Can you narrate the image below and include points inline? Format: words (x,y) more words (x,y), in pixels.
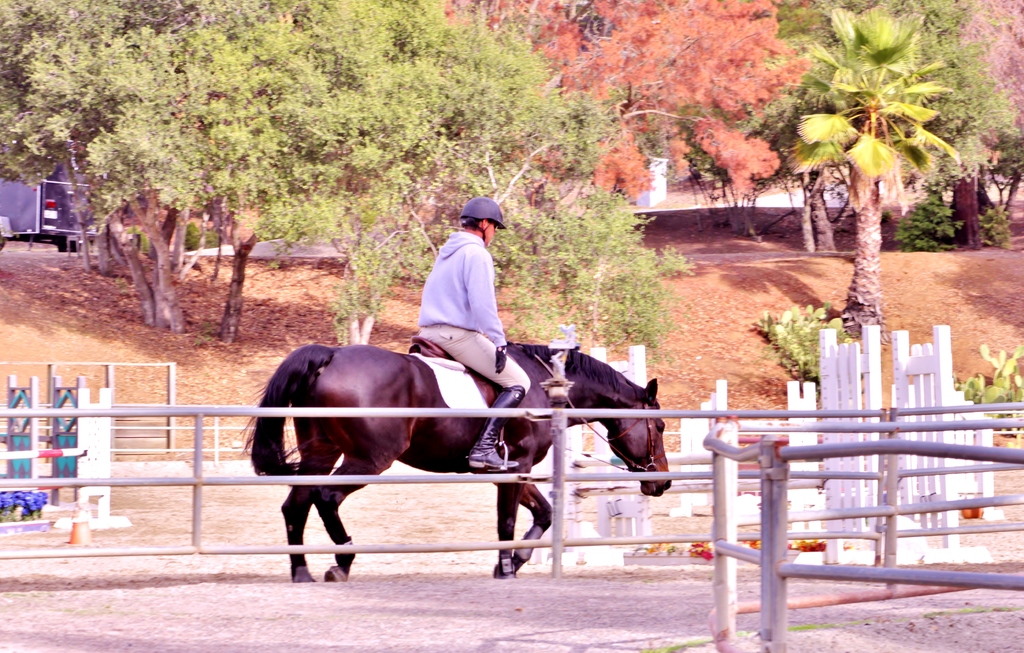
In this picture we can see a person (469,331) is sitting on a horse (425,380) and in front of the horse (455,436) there is iron fence (415,412) and behind the horse (416,394) there is a vehicle (68,216) on the path (23,249) and trees (373,256).
